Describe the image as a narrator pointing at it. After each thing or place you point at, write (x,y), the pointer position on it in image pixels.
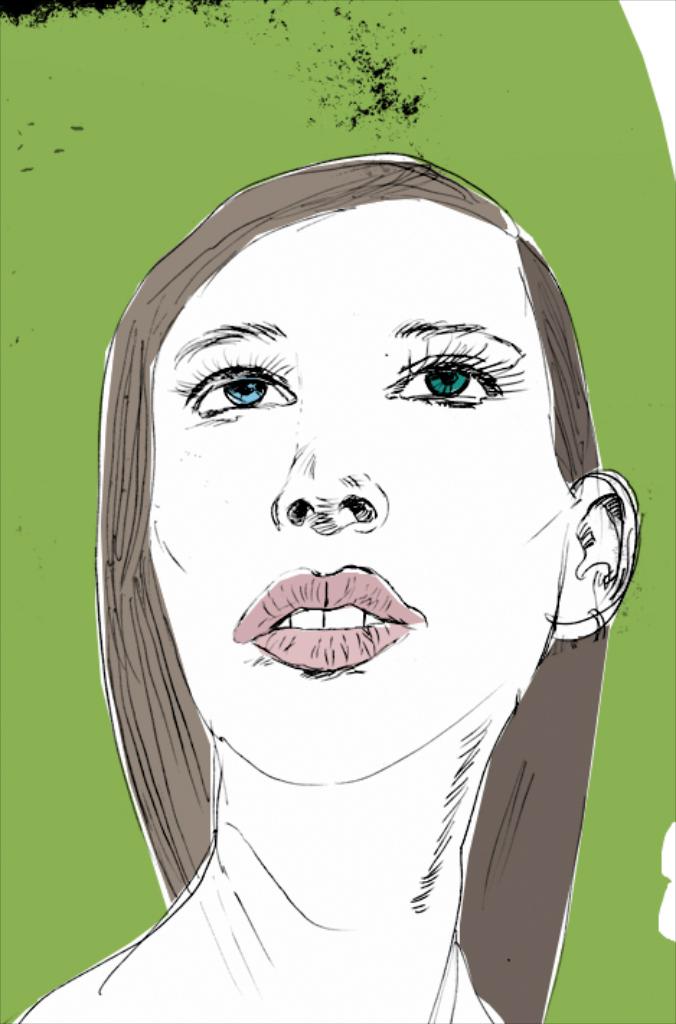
In this picture I can see the sketch (413,703). I can see the face (312,620) of a person (296,534) in it.
